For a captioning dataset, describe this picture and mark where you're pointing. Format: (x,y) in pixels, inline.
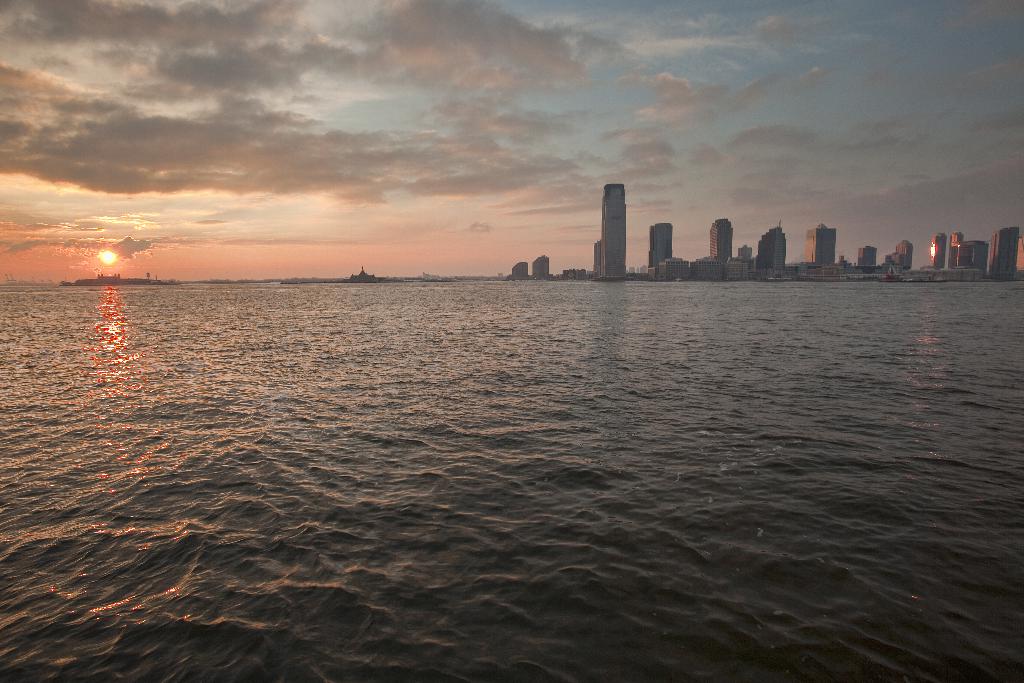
In this image I can see in the middle (359,285) it looks like a river (480,468), on the right side (812,242) there are buildings (782,238). On the left side (121,247) there is the sun (108,260) in the sky (314,189).
